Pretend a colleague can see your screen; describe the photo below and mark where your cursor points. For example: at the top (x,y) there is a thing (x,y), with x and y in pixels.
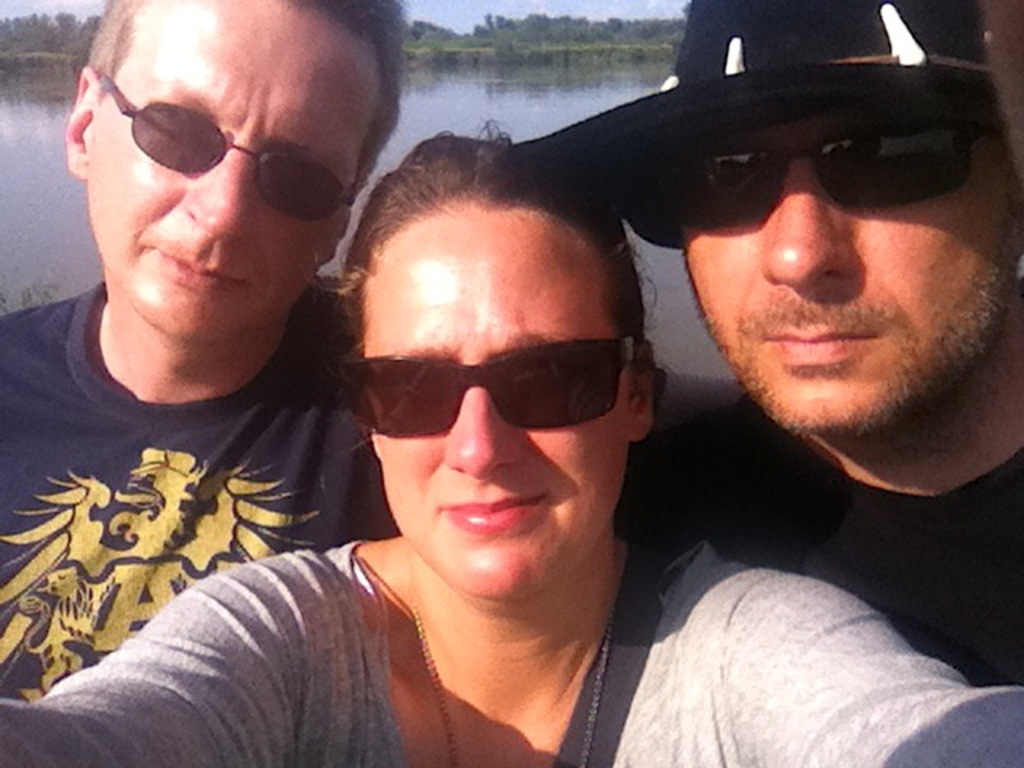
In this image, we can see three persons (698,630) wearing clothes (283,536) and sunglasses (454,399) in front of the lake (400,105).
